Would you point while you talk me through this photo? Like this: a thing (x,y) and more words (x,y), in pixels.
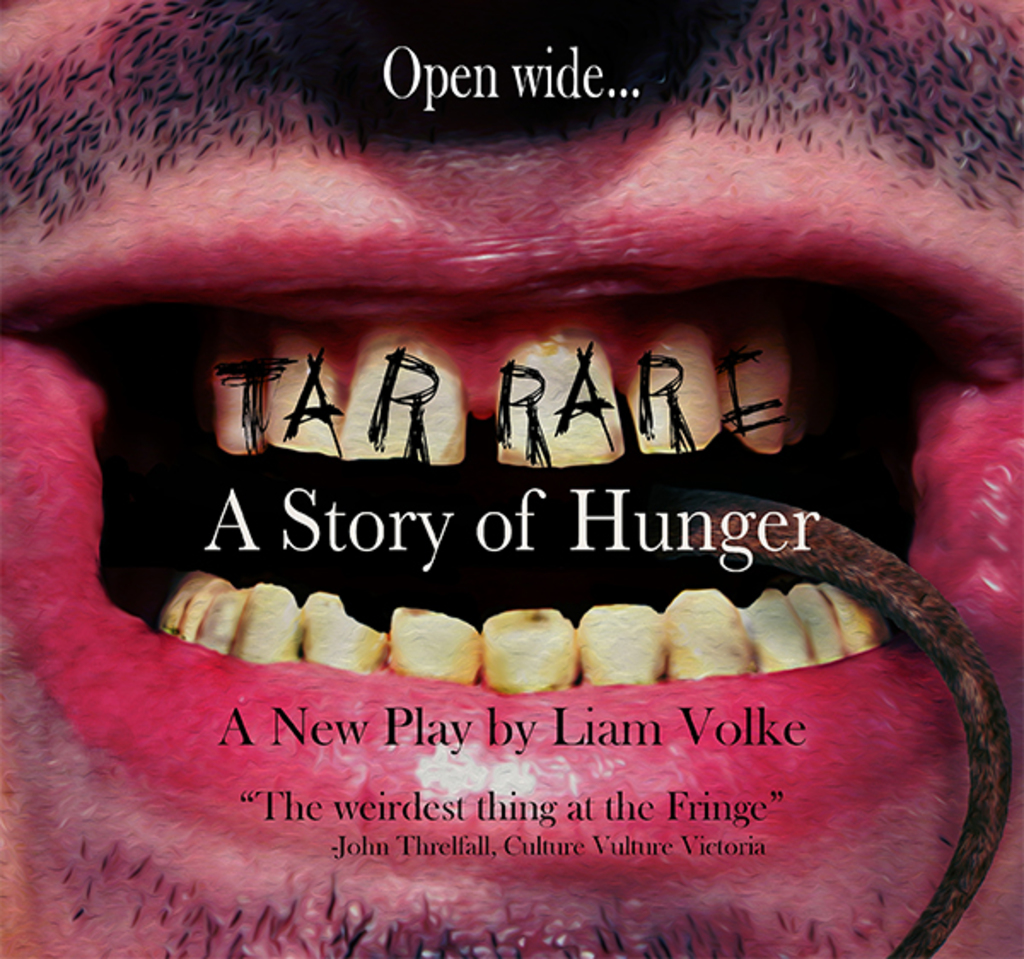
In this image I can see the person's mouth (595,741), teeth (540,658) and something is written on it.
